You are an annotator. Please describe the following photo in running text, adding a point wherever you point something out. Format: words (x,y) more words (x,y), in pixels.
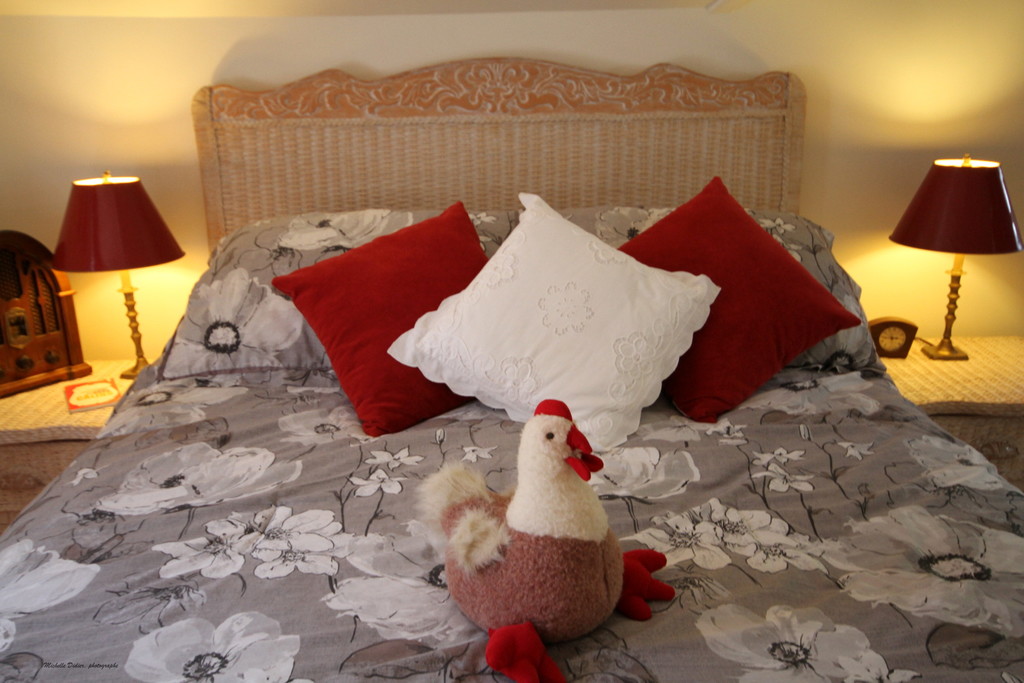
In this image, we can see bed (196,529), pillows (687,303), cushions (736,270). And there is a tables (921,393) on the right side (969,396) and left side (49,429), Few items (23,387) are placed on it. Background (465,46), there is a wall (625,30). In the middle of the image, we can see some toy (566,558).
